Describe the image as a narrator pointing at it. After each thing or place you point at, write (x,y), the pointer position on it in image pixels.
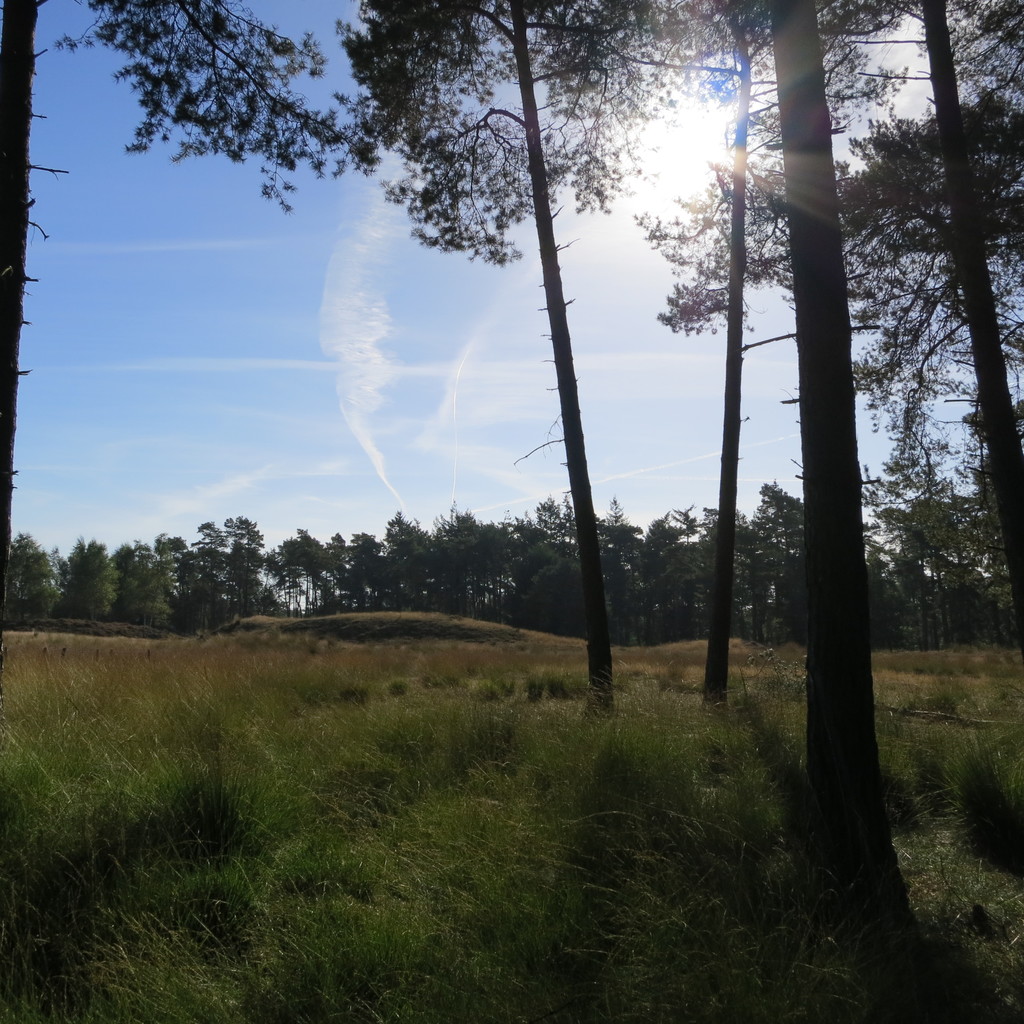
In this image at the bottom (620,826), there is grass (478,858). At the top (362,330) there are trees (615,511), sky (405,305) and sun (711,133).
